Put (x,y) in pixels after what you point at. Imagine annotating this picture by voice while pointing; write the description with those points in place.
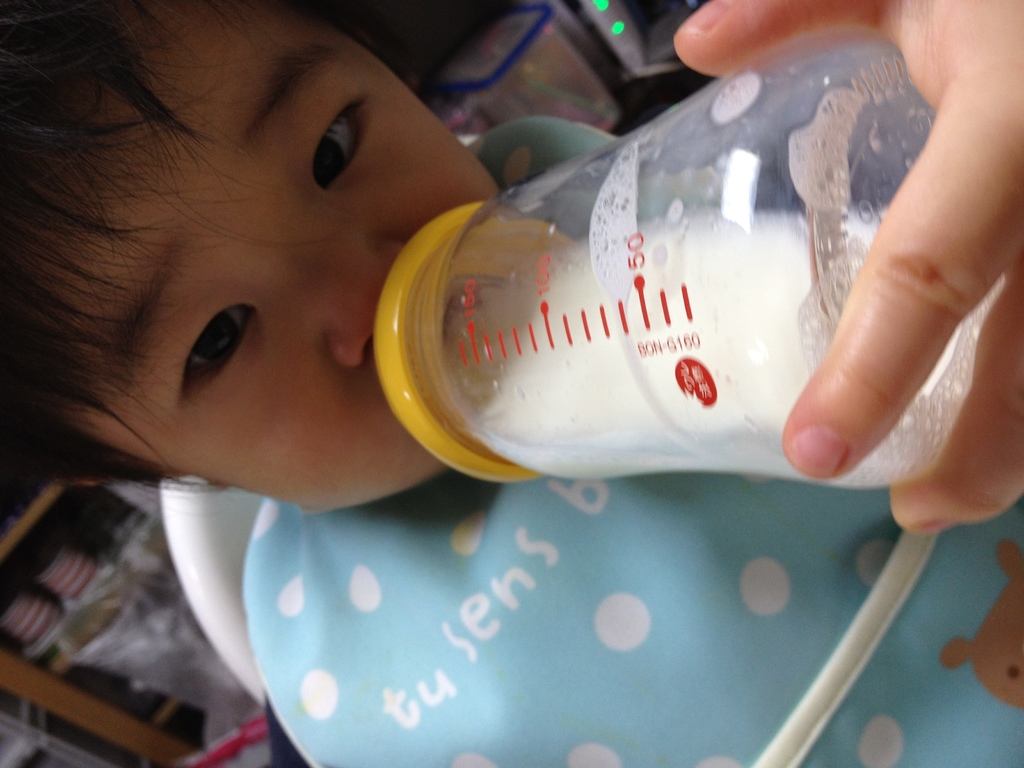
In the image we can see one baby (373,372) drinking milk (644,413). On the right top (723,49) we can see human hand (988,343) holding milk bottle (775,220). In the background (581,66) there is a light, cupboard (46,520) etc.
